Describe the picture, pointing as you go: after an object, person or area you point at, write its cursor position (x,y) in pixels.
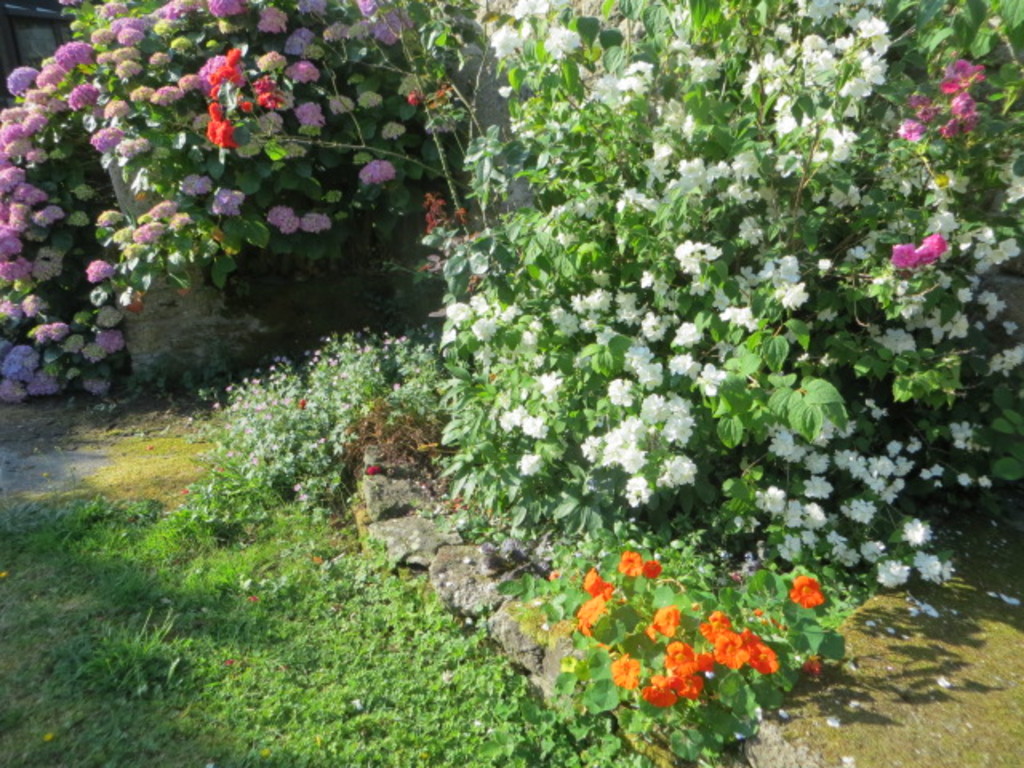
In the picture I can see flower plants (531,464), grass (455,719), rocks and some other things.
